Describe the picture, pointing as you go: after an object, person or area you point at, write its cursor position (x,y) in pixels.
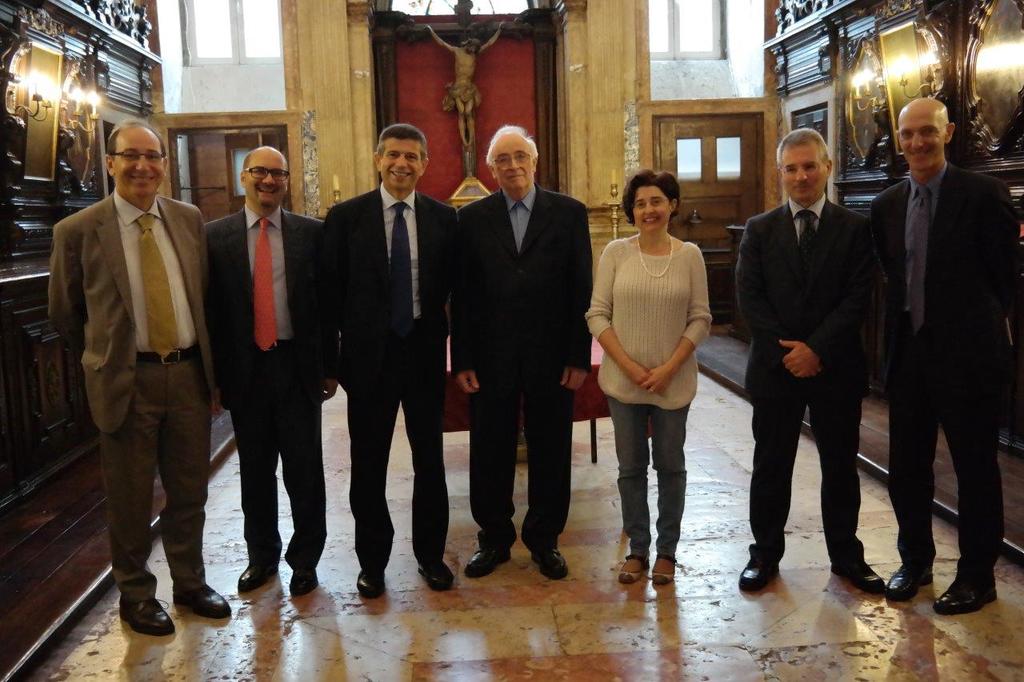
In this image we can see many people (614,282) standing. Some (121,214) are wearing specs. On the sides there are lights (865,74). Also there are wooden walls (860,50). In the back (451,90) there is a statue (446,107). In the background (240,4) there are windows (235,22). And there are candles (338,178) with stands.
